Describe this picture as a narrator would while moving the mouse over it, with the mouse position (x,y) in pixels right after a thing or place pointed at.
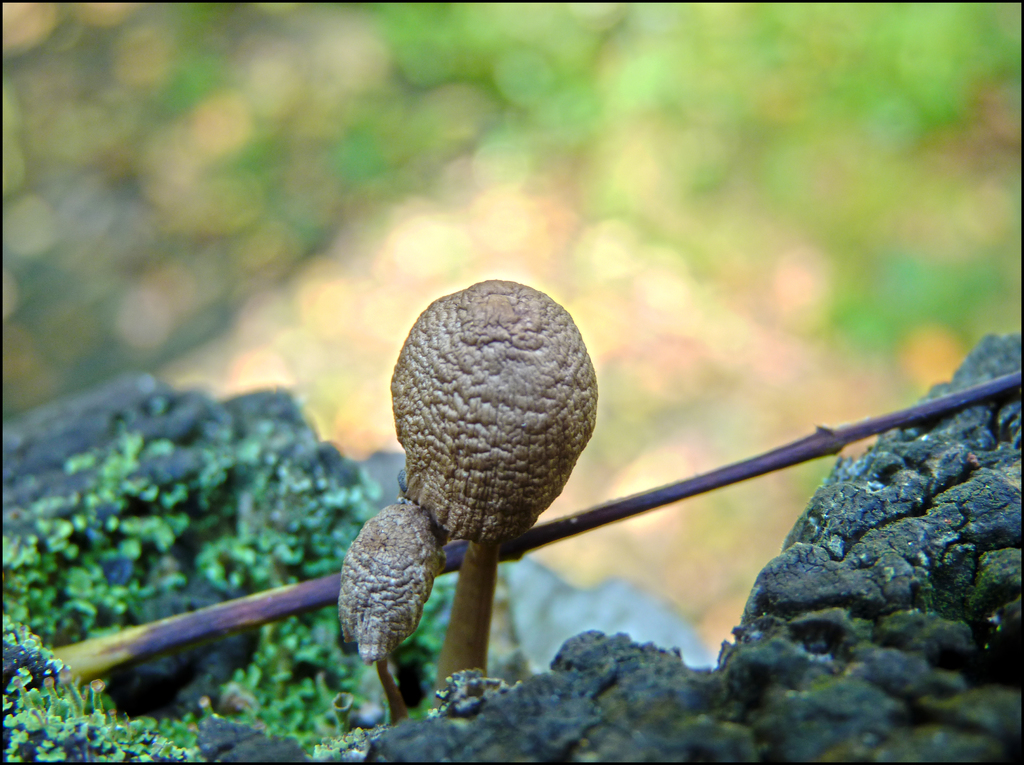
In this image in the front (390,572) there is mushroom (476,503) and there are leaves (106,726) and the background (823,175) is blurry.
